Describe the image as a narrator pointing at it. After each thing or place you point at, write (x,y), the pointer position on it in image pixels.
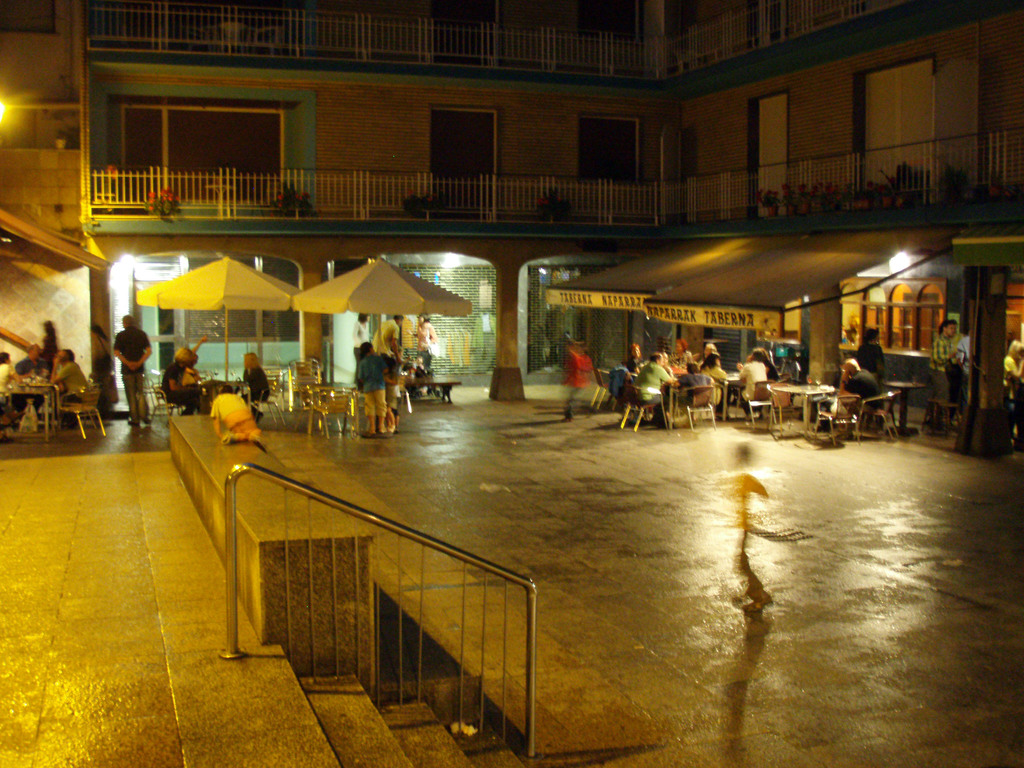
In this image we can see persons (664,376), tables (676,390), chairs (705,390), umbrellas (436,306), stairs (341,732), fencing (287,571), wall (258,523), door (459,184), windows (602,162) and building (416,189).
